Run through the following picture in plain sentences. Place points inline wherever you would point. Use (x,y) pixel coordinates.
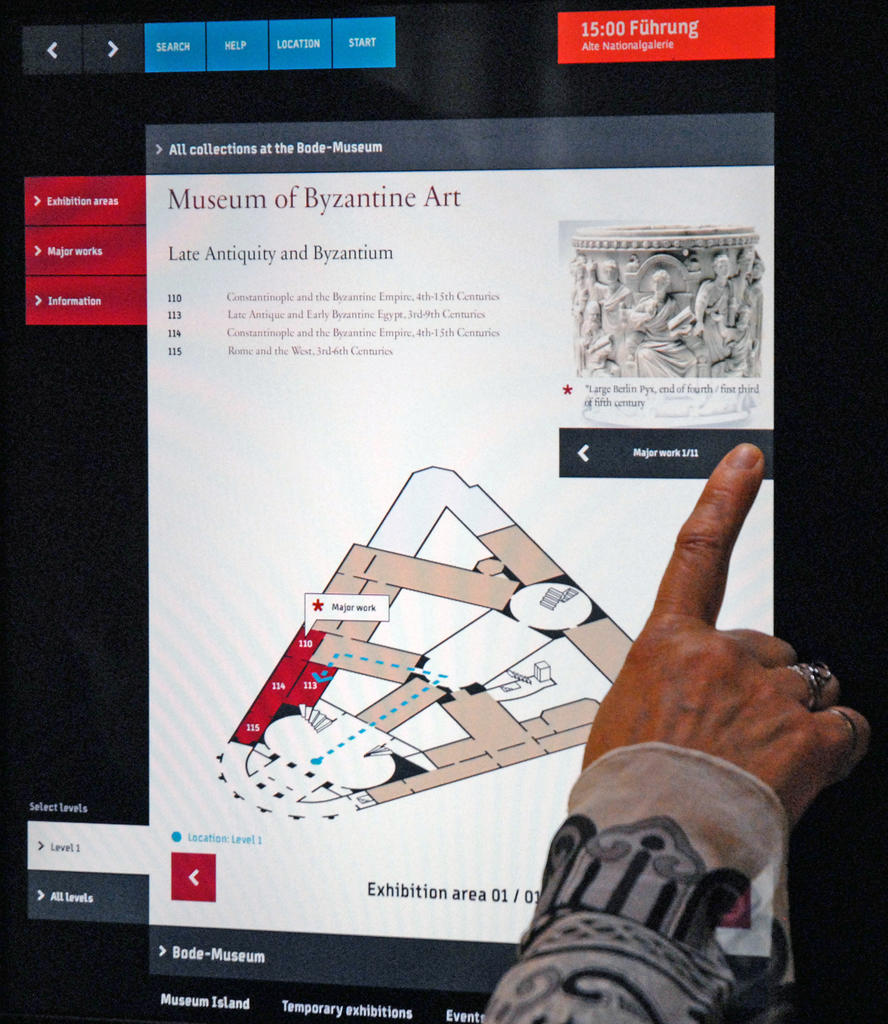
In the image we can see human hand (785,721), wearing clothes (697,858) and finger rings (815,680). Here we can see the screen (457,509), on the screen (367,628) we can see text (281,339) and some pictures (611,383).
